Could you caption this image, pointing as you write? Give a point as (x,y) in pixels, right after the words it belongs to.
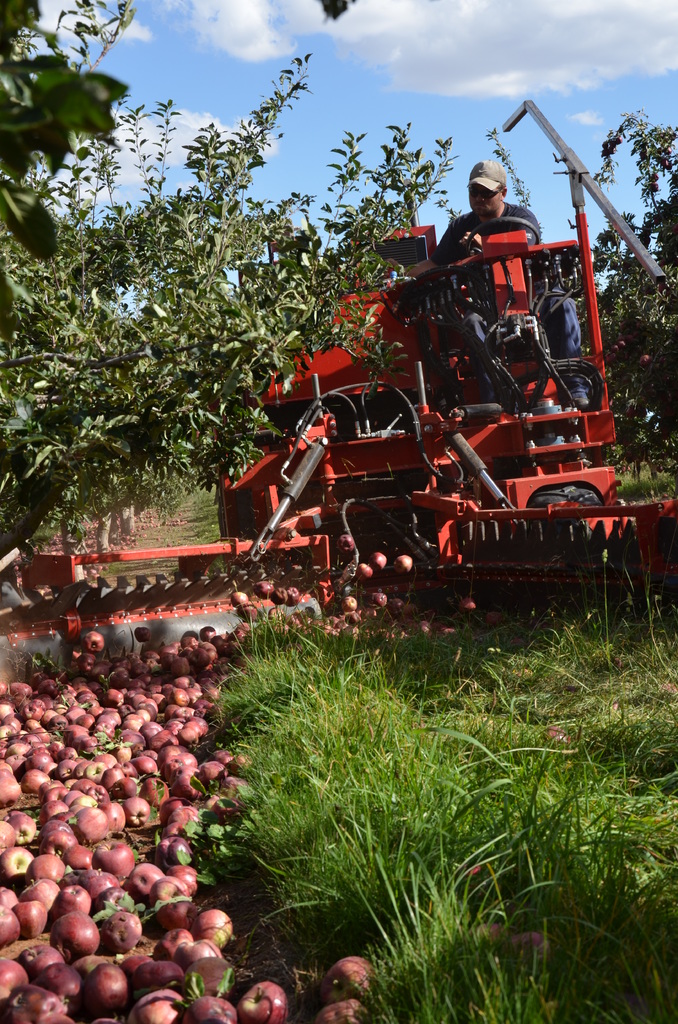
Here we can see apples (72,782), vehicle (368,450), person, plants (566,630) and trees (670,386). Sky (412,102) is cloudy.
